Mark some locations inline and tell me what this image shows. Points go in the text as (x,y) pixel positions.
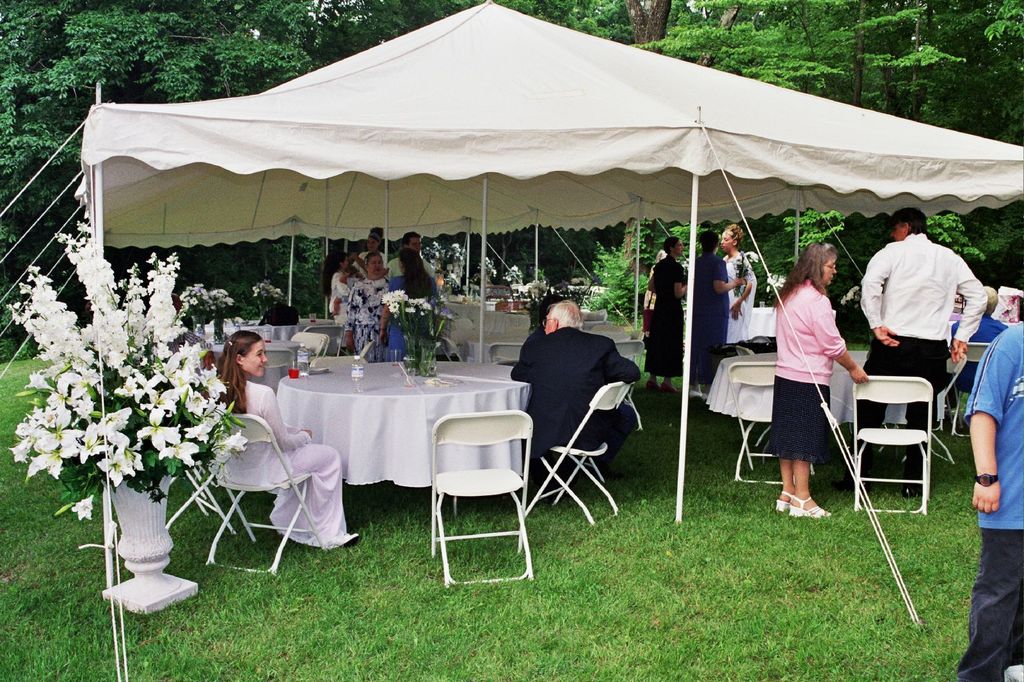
In the image we can see there are people (224,400) who are sitting on chair (615,388) and on table (484,368) there are vase (423,371) with flowers (424,300) in it, water bottle (361,379), small red glass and few people (333,271) are standing at the back (678,286). The ground (722,514) is covered with grass (386,612) and there is a big vase (143,540) in which white flowers (151,437) are kept. at the back (154,88) there are lot of trees (619,27). There is white colour tent (485,106).
